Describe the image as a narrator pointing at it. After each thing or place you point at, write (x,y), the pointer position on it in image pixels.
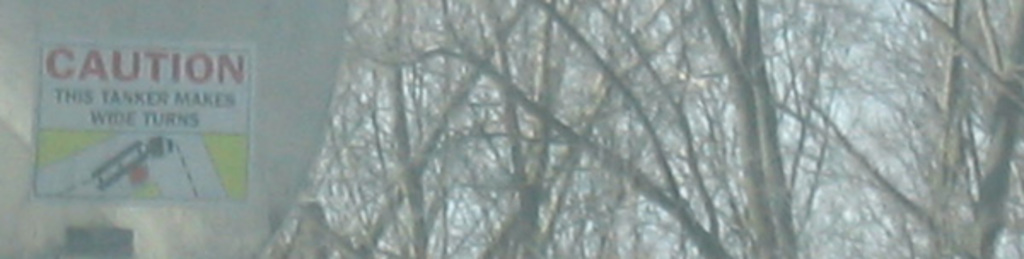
This picture is clicked outside. On the left (324,45) we can see an object (263,193) on which we can see the poster (43,107) and the text (148,98) on the poster (220,93). On the right (709,15) we can see the sky (879,126) and the branches (650,108) and stems (670,94) of the trees (538,113) and some other objects (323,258).
